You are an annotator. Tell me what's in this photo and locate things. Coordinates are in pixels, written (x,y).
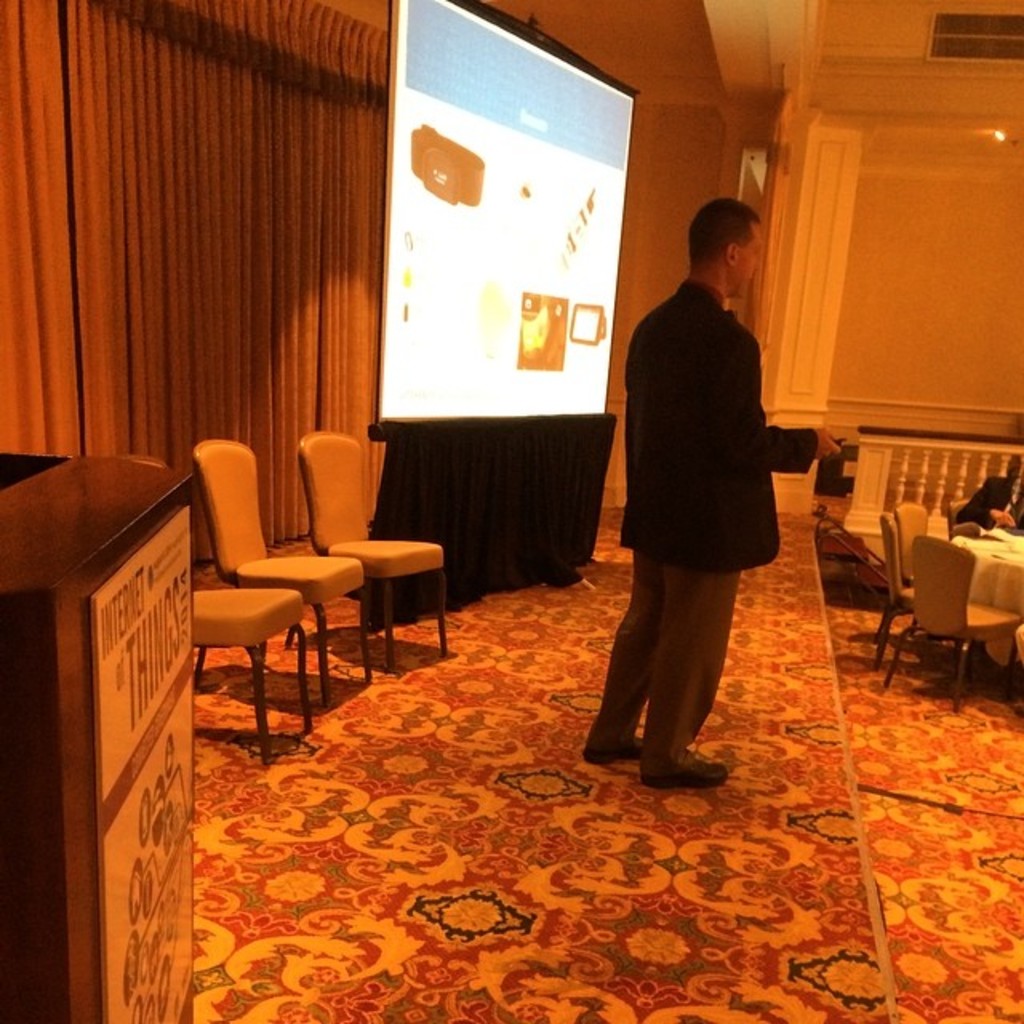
As we can see in the image, there is a man (738,490) standing and talking and there is a screen (508,296) here and behind the screen (508,296) there are some curtains (199,277). On the stage (366,684) there are chairs (374,569) and the wall (891,357) is in beige color.
